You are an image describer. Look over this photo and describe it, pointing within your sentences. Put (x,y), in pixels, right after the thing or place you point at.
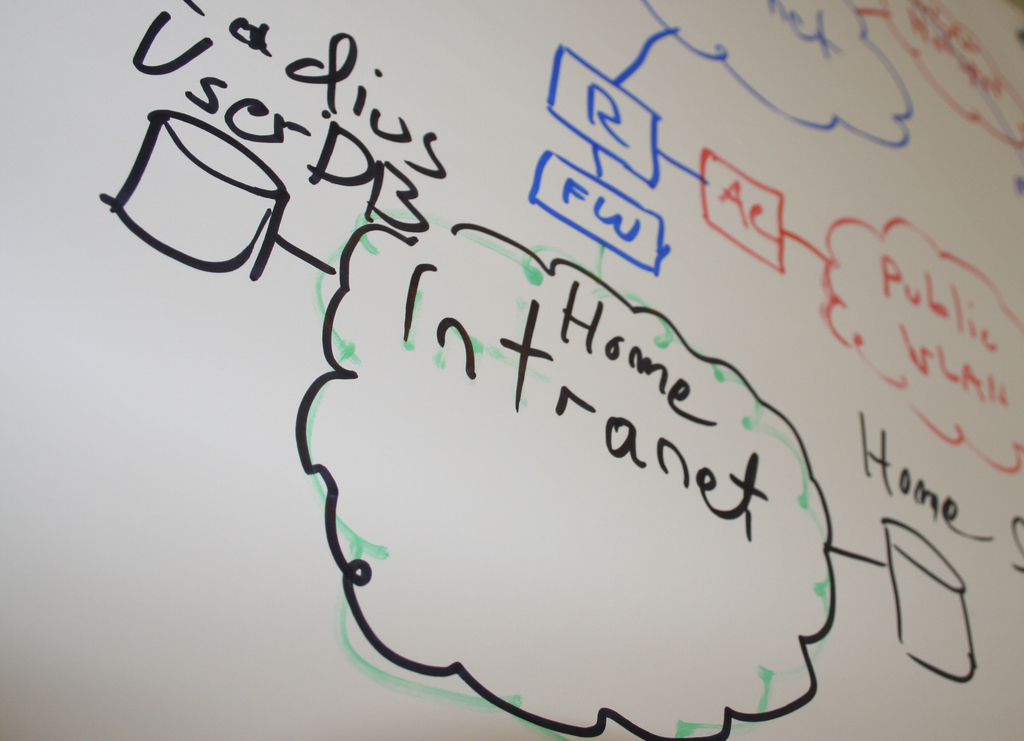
This is the whiteboard (76,519). I can see the letters (331,179) and diagrams (615,240) written on the whiteboard (865,339).
